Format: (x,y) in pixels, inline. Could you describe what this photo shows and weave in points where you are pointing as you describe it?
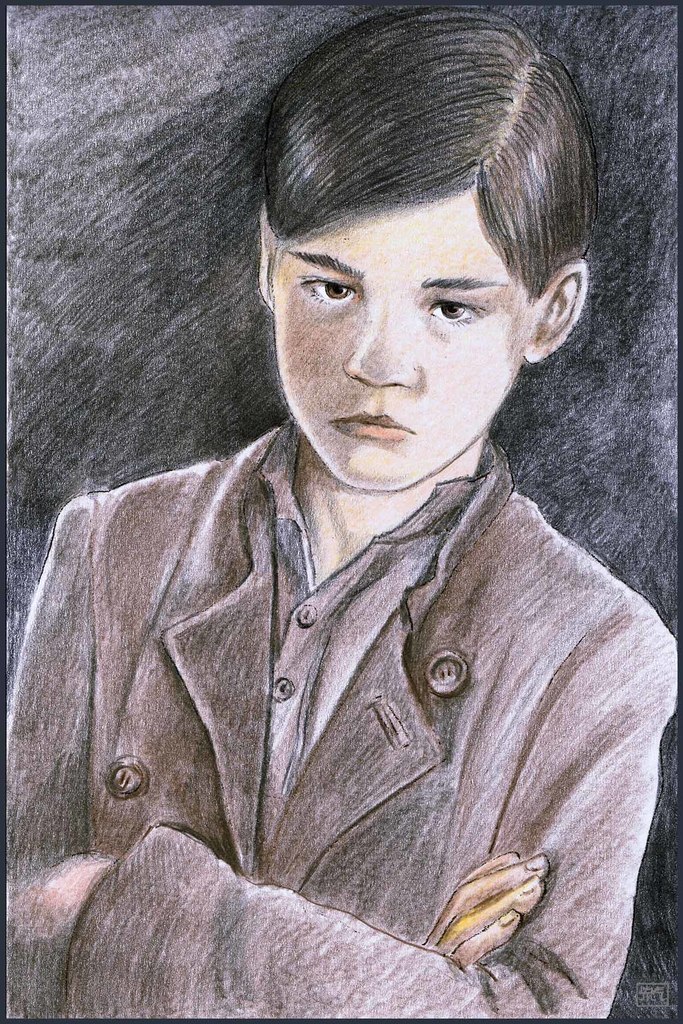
In this image we can see a drawing (182,793) of a boy (283,701) wearing a jacket (431,594).
